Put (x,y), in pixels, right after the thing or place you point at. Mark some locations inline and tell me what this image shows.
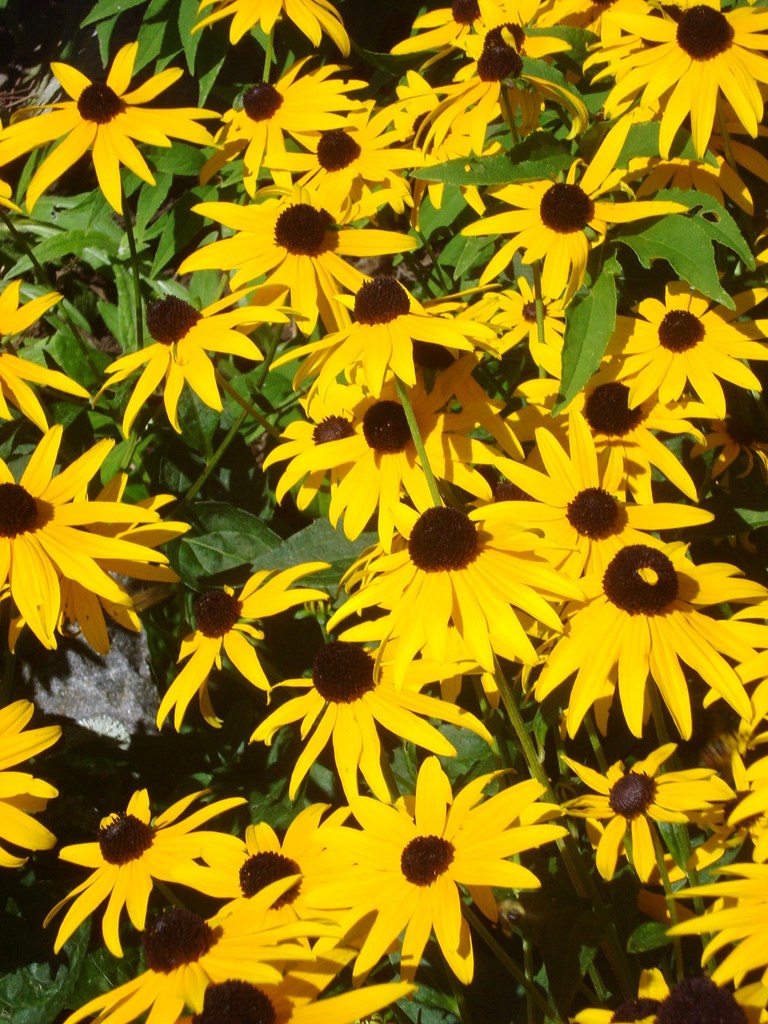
In this image I see the flowers (419,159) which are of yellow and brown in color and I see the green leaves (151,32).
